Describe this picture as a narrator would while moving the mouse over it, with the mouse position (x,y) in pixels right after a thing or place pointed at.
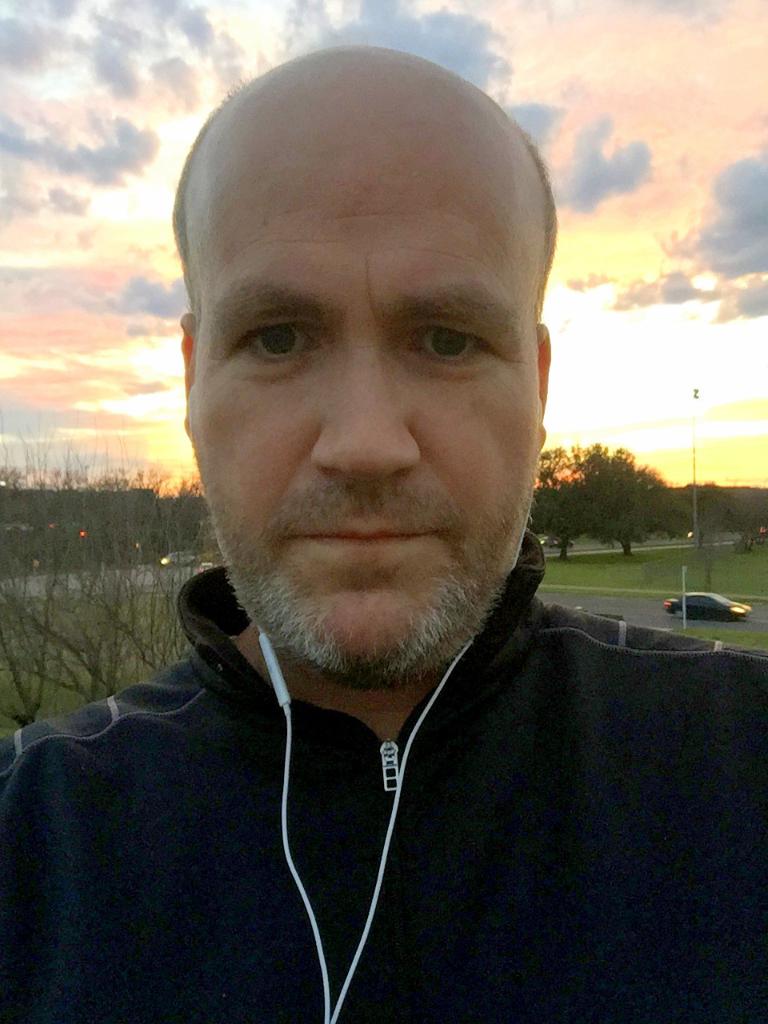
In this picture we can see a person (440,784) with headphones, here we can see vehicles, trees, poles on the ground (551,601) and we can see sky (499,10) in the background (616,237).
